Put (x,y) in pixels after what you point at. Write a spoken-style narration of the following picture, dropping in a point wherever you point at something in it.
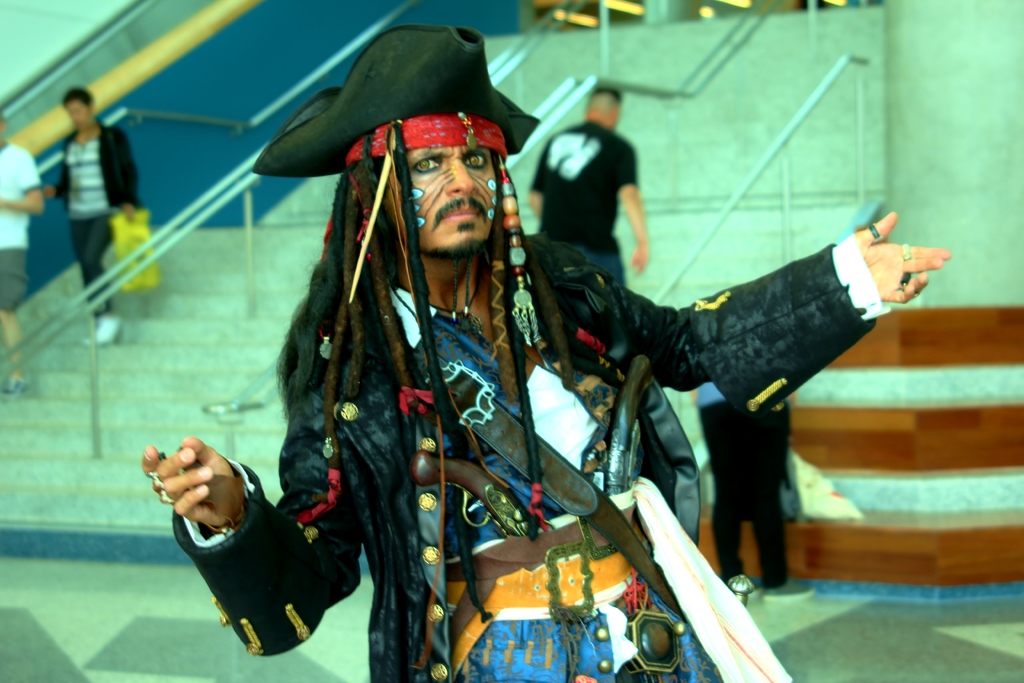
In the image, there is a man (492,424) he is wearing a pirate costume (454,354). Behind him there are three people (17,244) taking the stairs (164,236).
